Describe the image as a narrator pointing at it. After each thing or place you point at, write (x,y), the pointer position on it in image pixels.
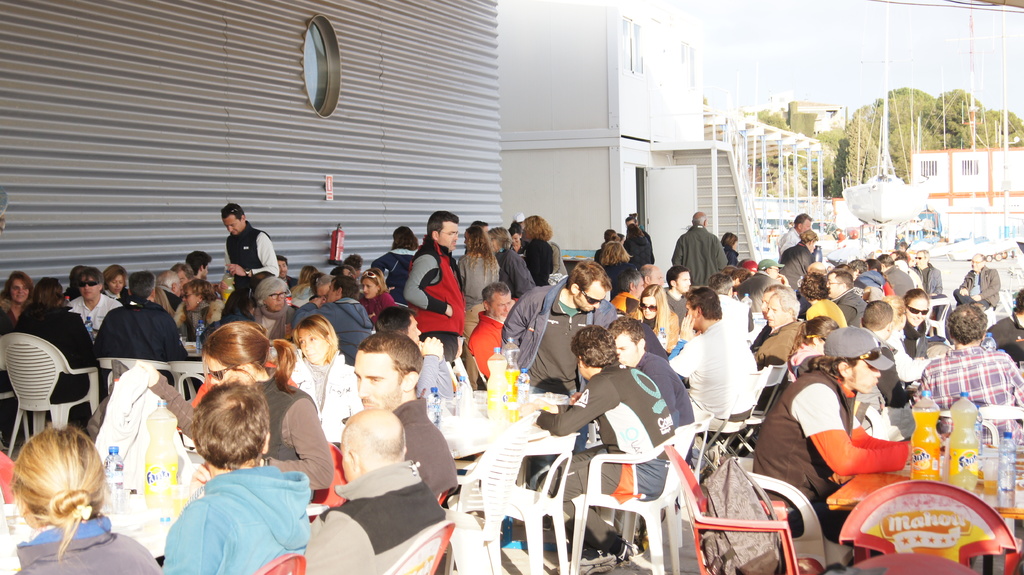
In this picture there are a group of people (493,331) sitting on the table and having their meal (519,373). In the backdrop (431,125) there are buildings (509,35) and trees (919,106).
